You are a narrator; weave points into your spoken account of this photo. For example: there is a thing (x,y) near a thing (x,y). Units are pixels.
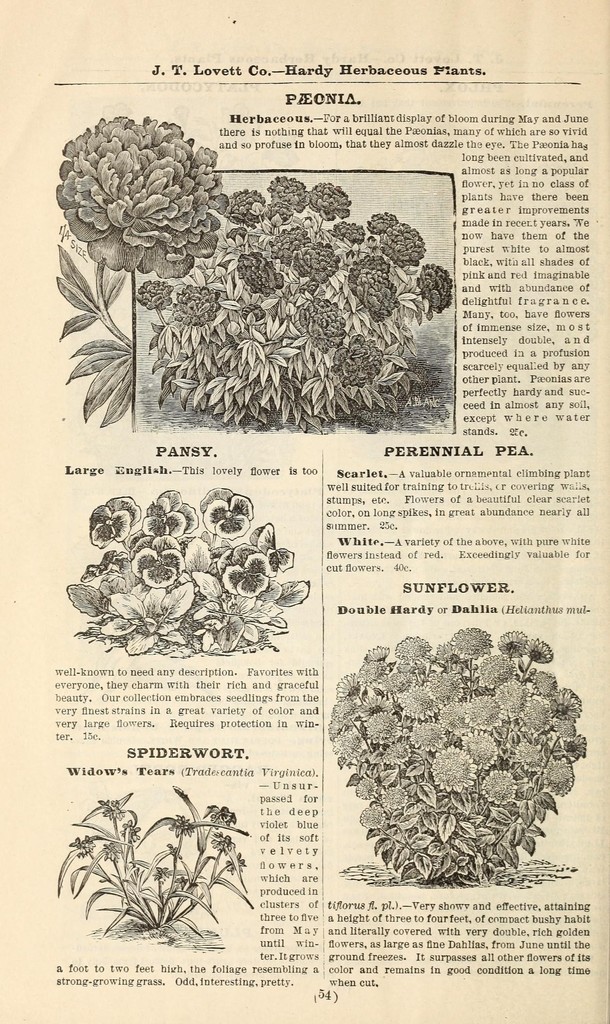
In this picture there is plants poster (403,367) in the image.
